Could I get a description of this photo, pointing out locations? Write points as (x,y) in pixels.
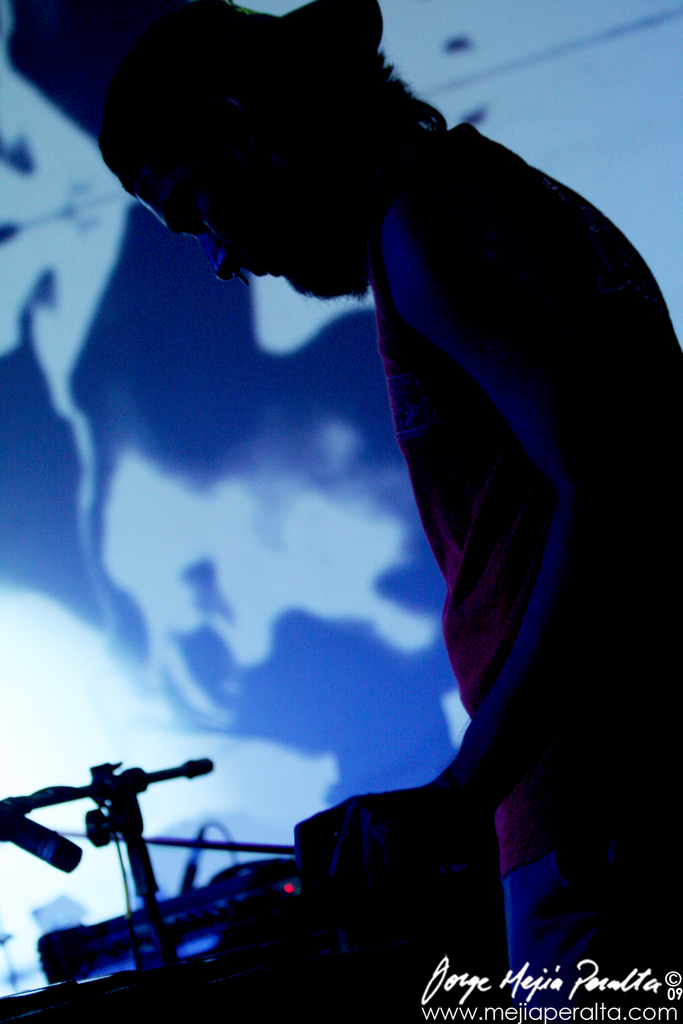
In this picture I can see a person (357,208) and I see few things (54,804) in front of that person (278,228). On the right bottom corner of this picture (612,986) I can see the watermark (644,980). I see that this image is in dark.
